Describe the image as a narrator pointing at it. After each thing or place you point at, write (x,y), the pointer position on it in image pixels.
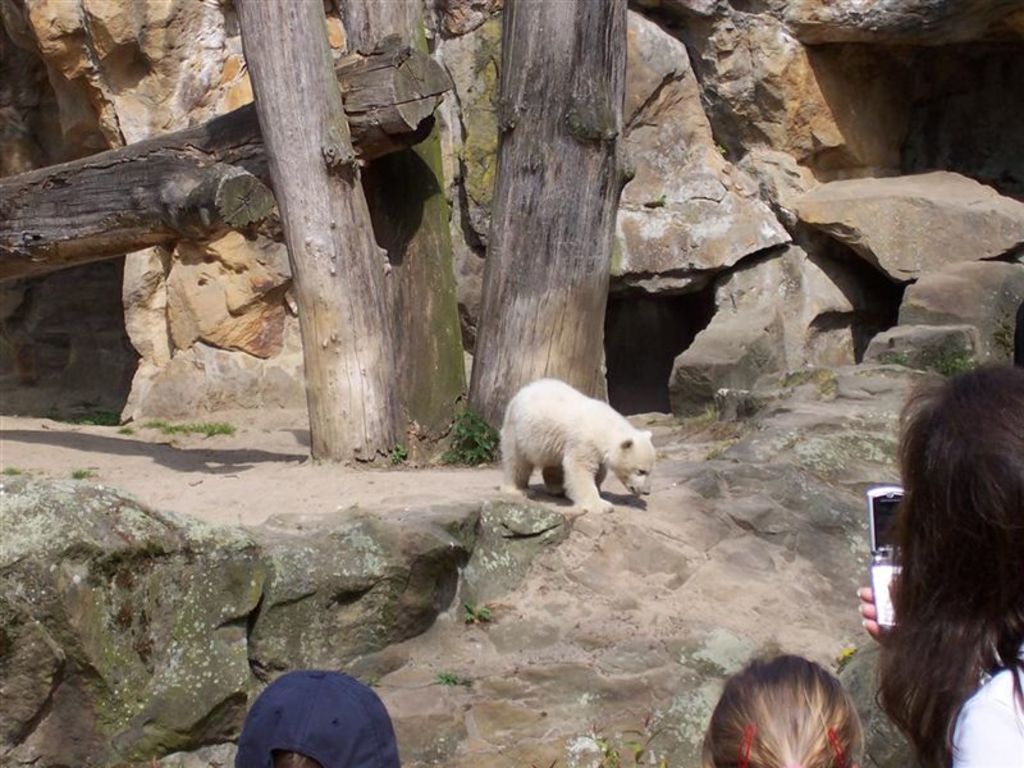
In this picture I can observe a cub of a polar bear (545,452) which is in white color. On the right side (931,548) I can observe a woman (931,548) holding a mobile (883,555) in her hand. In the background (861,470) I can observe trees (361,202) and rocks (747,293).
